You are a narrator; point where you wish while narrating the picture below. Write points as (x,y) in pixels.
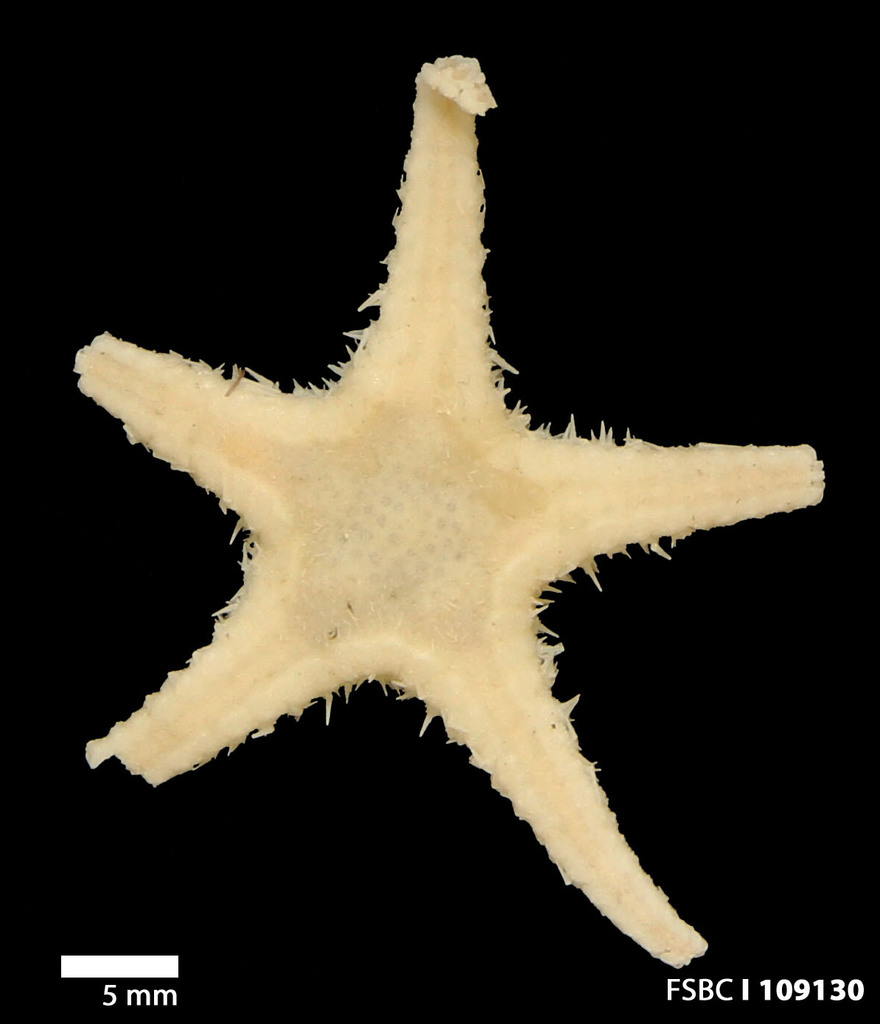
In this image the background (10,844) is dark. In the middle of the image (374,413) there is a starfish (374,413). At the bottom of the image (847,978) there is a text (705,995).
